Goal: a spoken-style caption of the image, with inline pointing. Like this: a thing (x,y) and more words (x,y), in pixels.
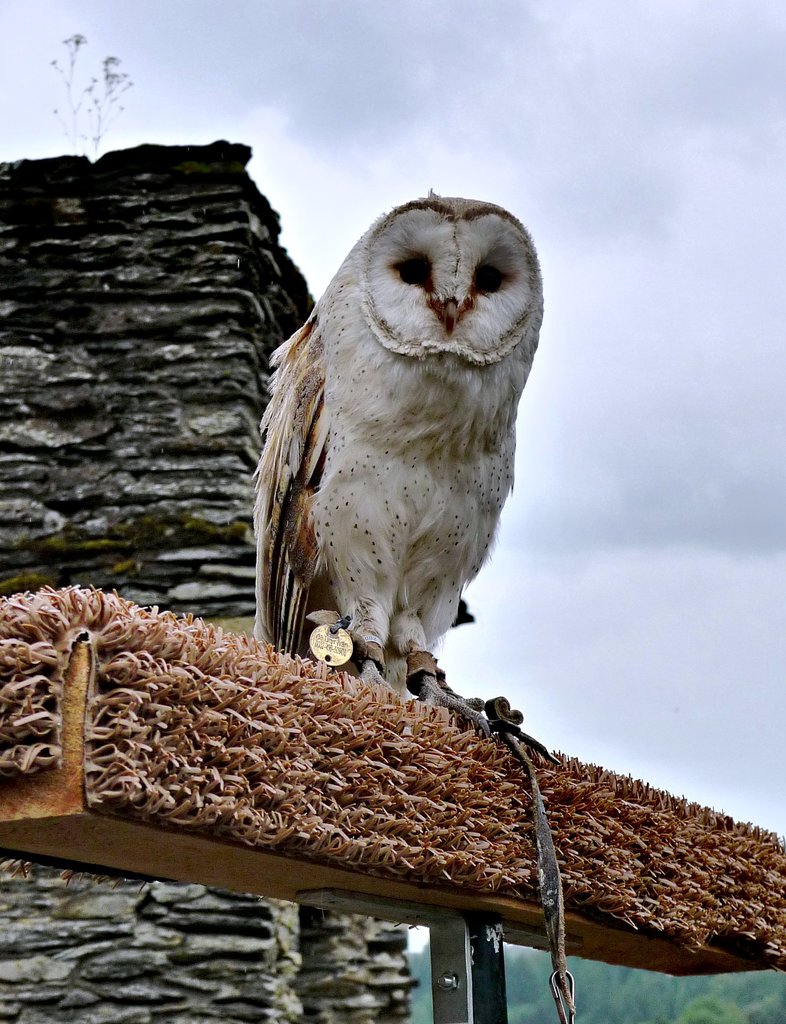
In this image I can see a bird (295,646) which is in white and brown color and the bird (376,683) is standing on the brown color surface (368,847), background (101,214) I can see a building (92,365) in black and cream color, trees (612,1010) in green color and the sky (671,339) is in white color.
